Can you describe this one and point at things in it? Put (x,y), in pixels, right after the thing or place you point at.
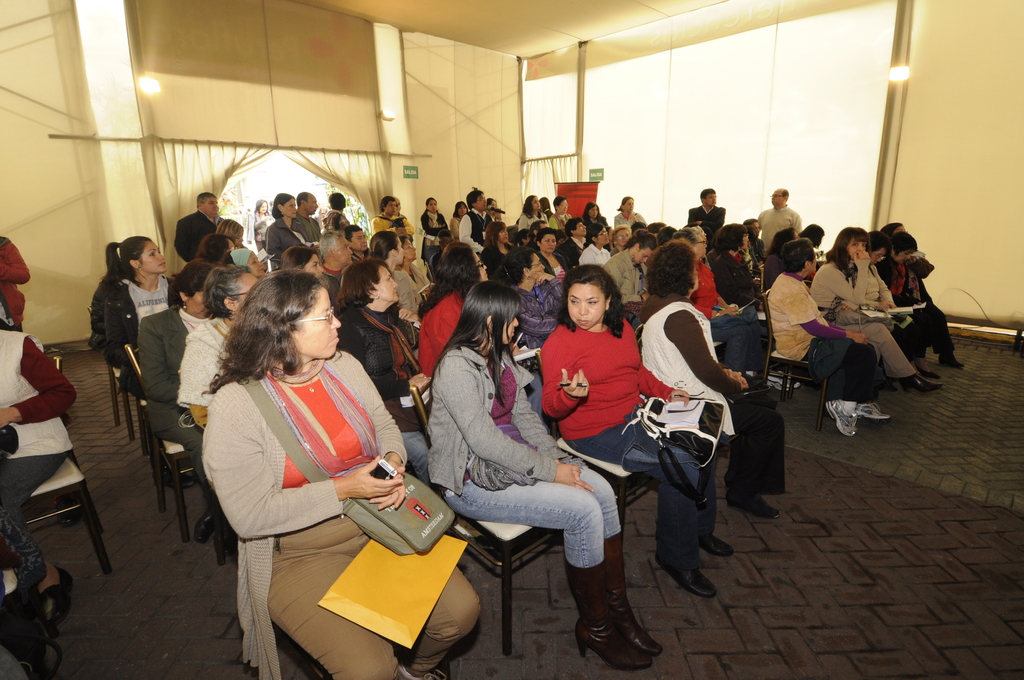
In the picture we can see inside the hall (751,94) with many people (442,637) are sitting in the chairs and in the background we can see two exits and some people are coming through it.
